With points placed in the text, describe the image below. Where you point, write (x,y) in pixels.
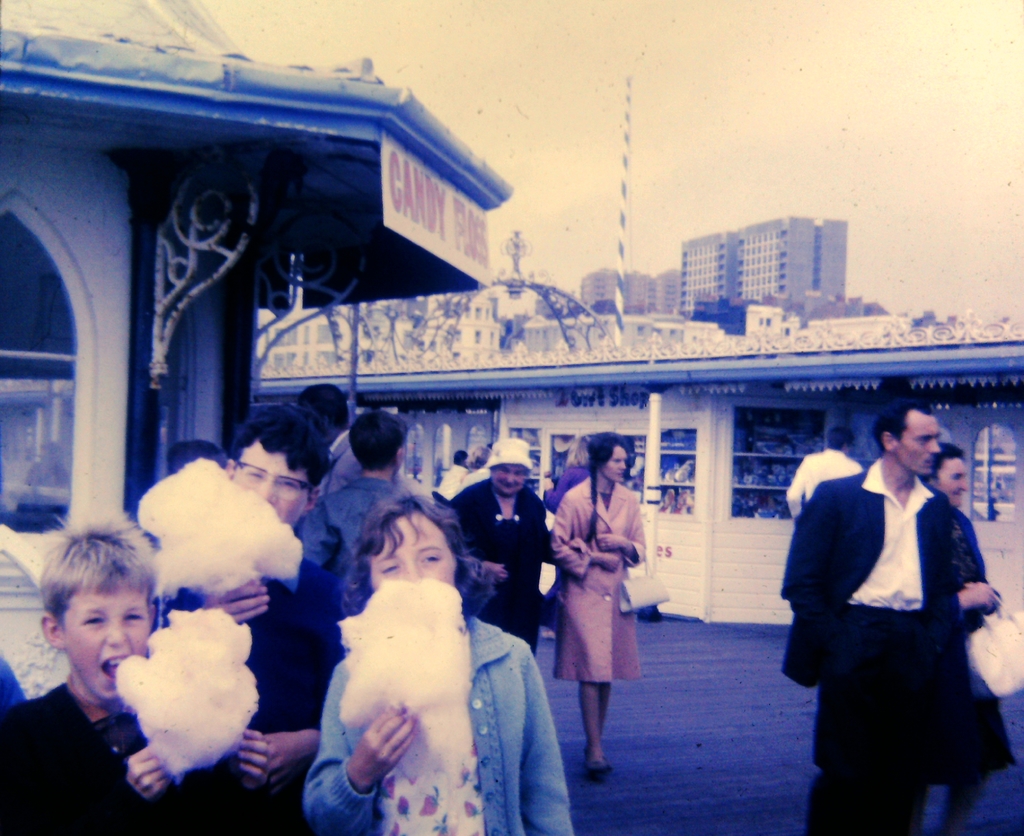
In the image there are many people (571,582) walking on the land (1012,822), on the left side (206,705) there are three people (533,820) eating cotton candy (372,634), in the back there are buildings (630,371) and above its sky (709,127).
